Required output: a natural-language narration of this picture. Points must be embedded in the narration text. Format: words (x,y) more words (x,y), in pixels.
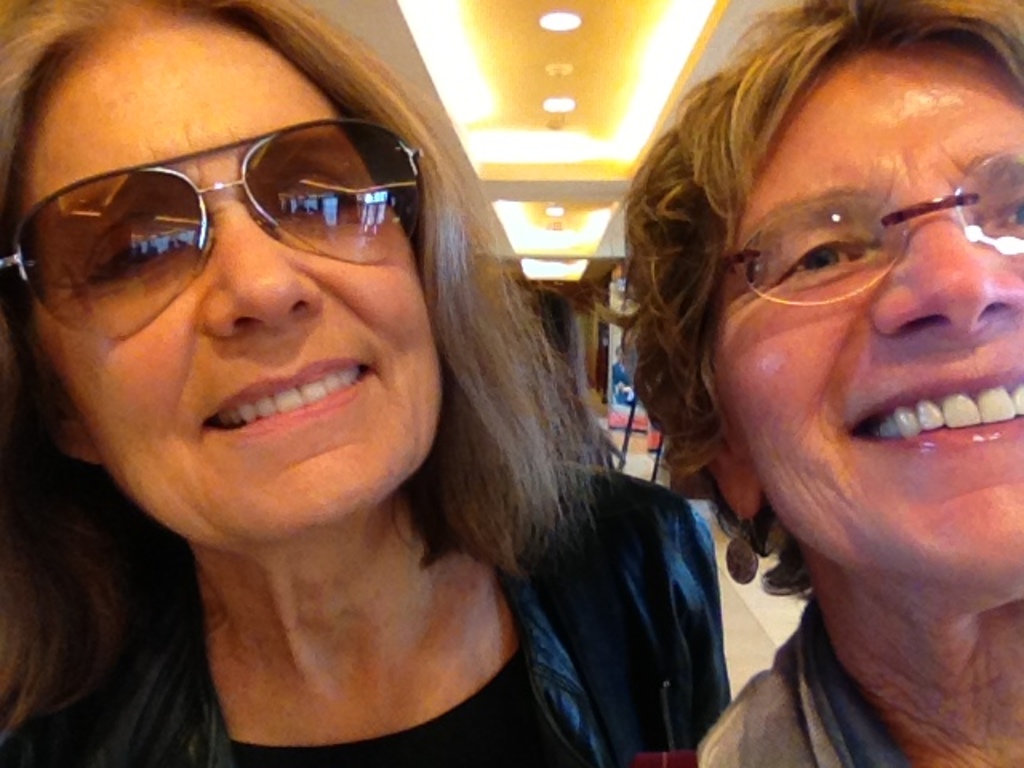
In this image I can see two people (390,715) with the dresses (527,713). In the background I can see the door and I can see the lights (540,142) at the top (493,83).
